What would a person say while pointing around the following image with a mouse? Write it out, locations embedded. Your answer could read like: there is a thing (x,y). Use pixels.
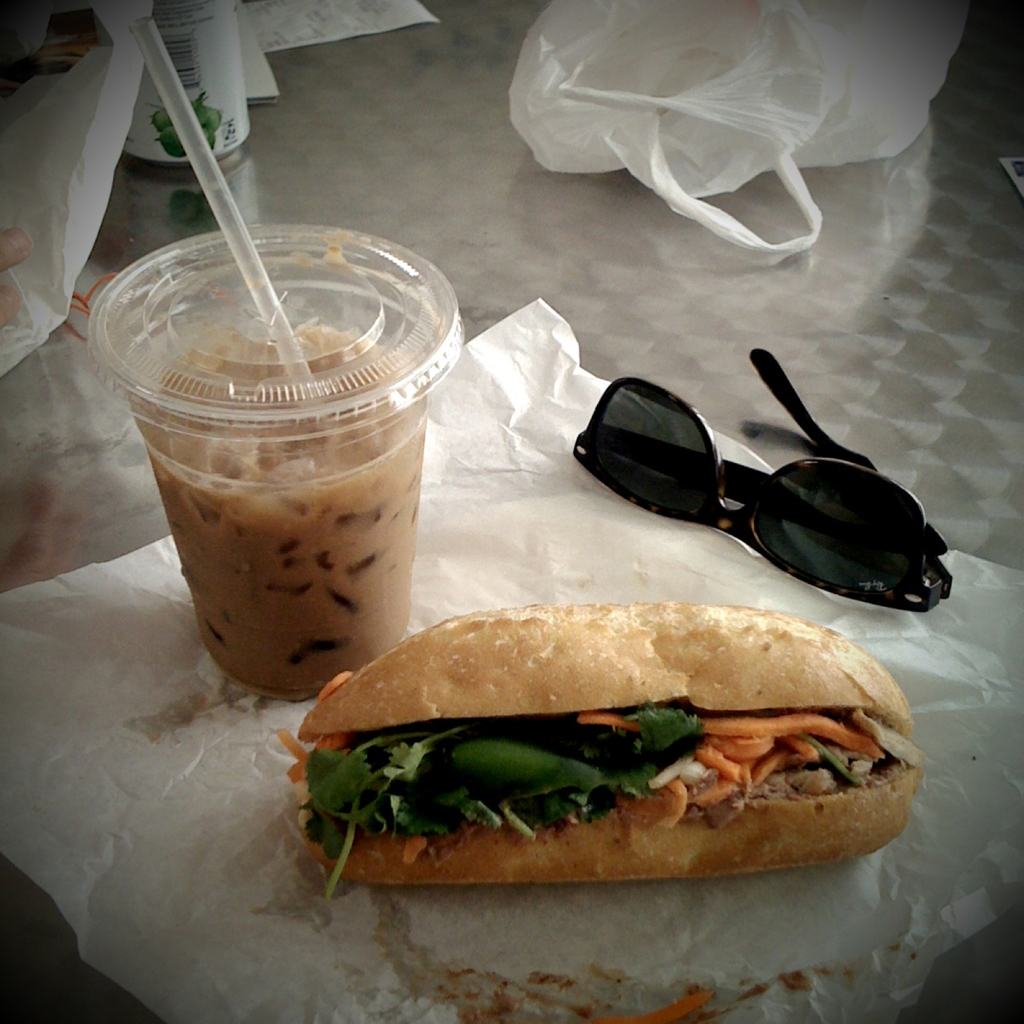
In the left side (218,405) it's a drink (300,469) in a glass (287,506) and here it is a sandwich (609,780) on a tissue paper (280,809). In the right side (806,568) it is glasses (711,527).
